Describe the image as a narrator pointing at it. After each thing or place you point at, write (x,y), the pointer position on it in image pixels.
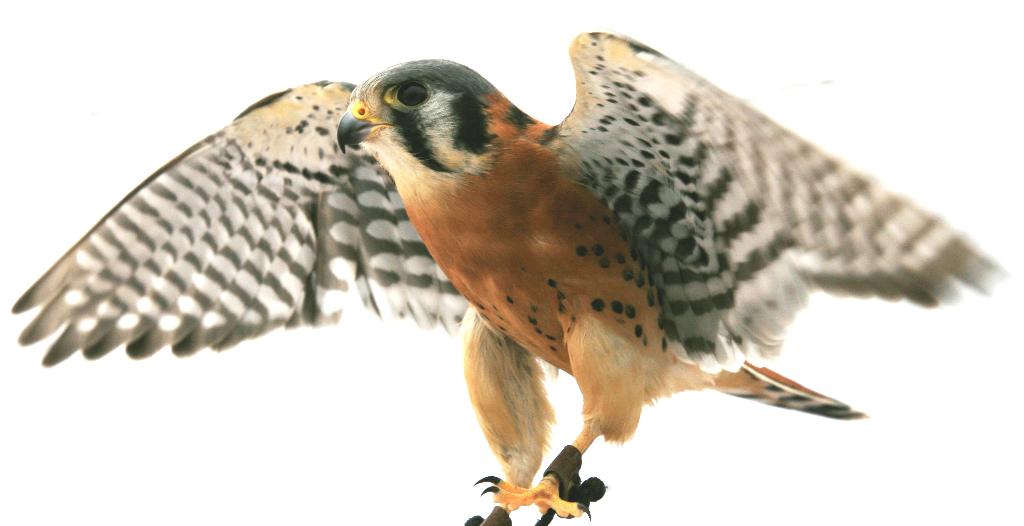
In this image we can see a bird (531,290) and the background of the image (973,155) is in white color.
